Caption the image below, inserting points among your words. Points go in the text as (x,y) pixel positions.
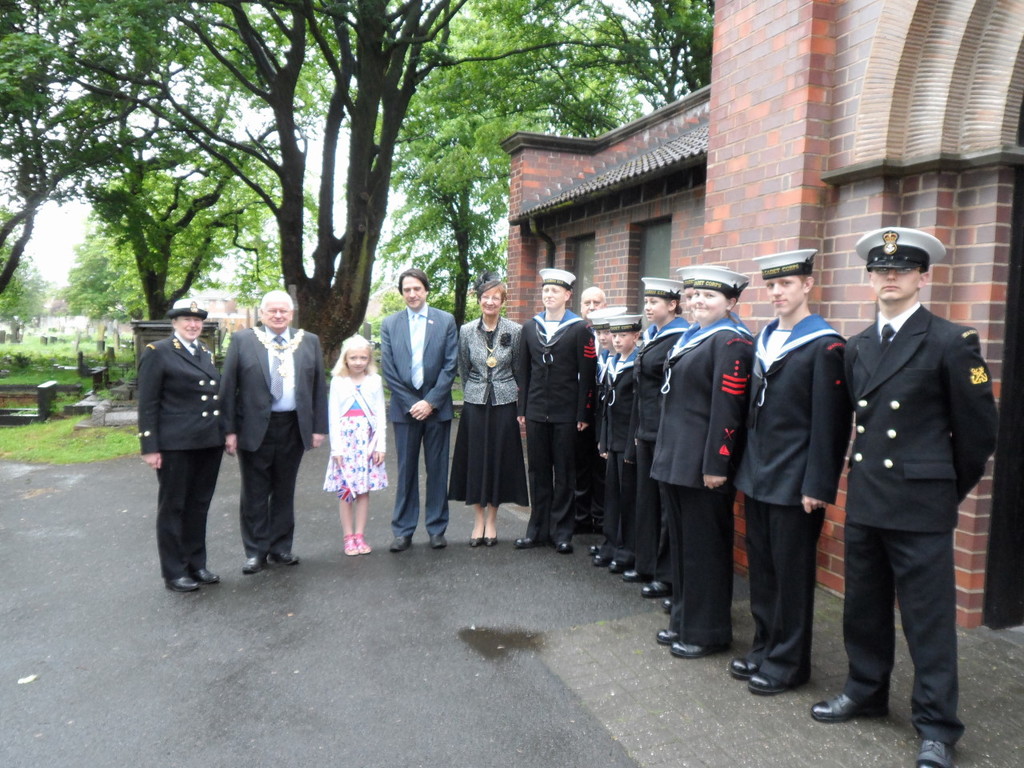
The picture is taken outside a building (1018,322). In the foreground of the picture (602,378) there are people (468,486) standing. On the right (890,129) there is a brick wall (823,192). In the background (197,220) there are trees (152,264) and gravestones (113,369). In the foreground (434,614) it is road (360,685).
